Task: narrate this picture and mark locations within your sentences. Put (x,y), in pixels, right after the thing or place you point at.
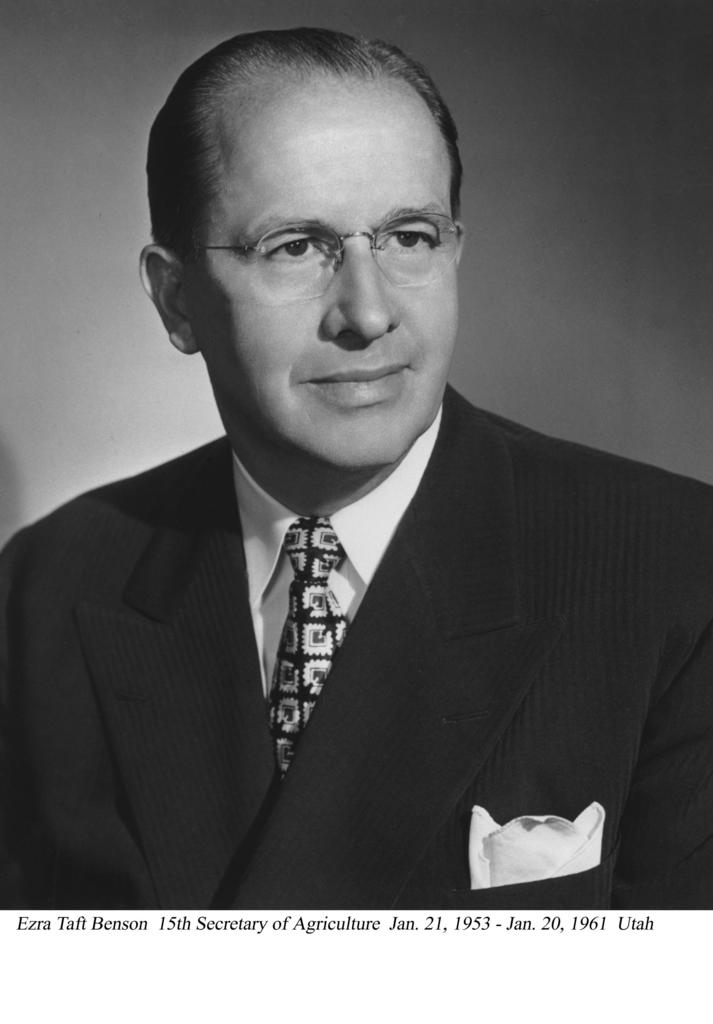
In the picture I can see a man (320,643) who is wearing a coat (179,675), a shirt (280,594) and a tie (290,704). I can also see something written on the image. The picture is black and white in color.
